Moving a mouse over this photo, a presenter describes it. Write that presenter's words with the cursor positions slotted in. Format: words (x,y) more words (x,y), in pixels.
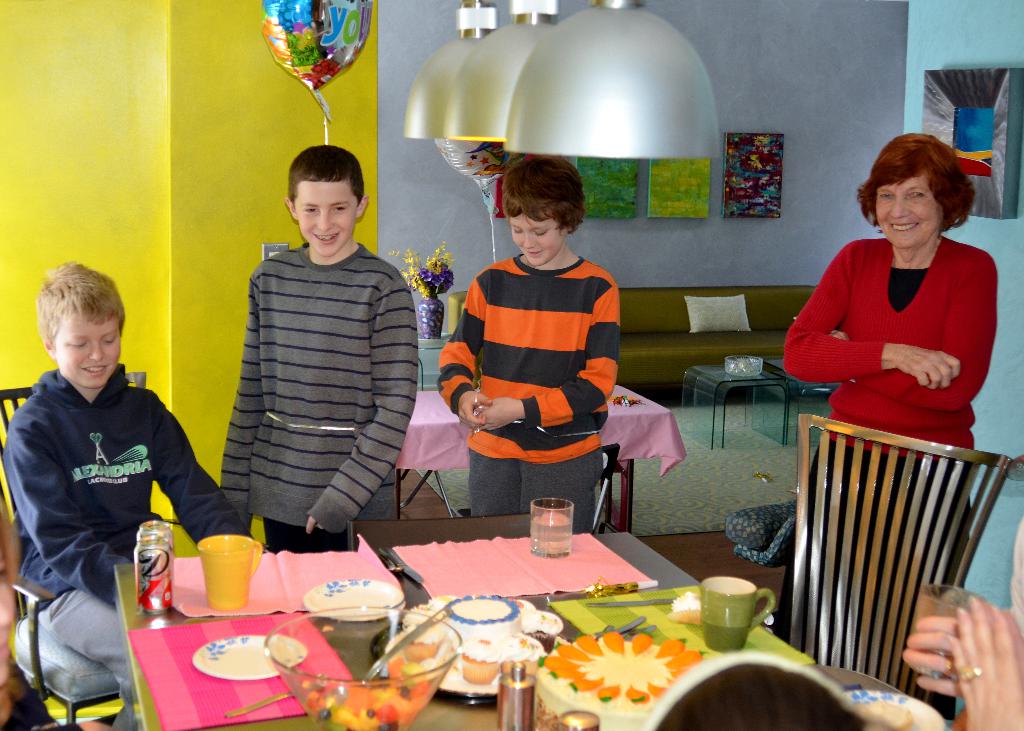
In the image we can see there are people (938,388) who are standing and a man (110,470) is sitting on chair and on table (133,615) there is a bowl (421,681) in which there is a salad (361,687), glass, plate (232,668) and spoon (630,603).
